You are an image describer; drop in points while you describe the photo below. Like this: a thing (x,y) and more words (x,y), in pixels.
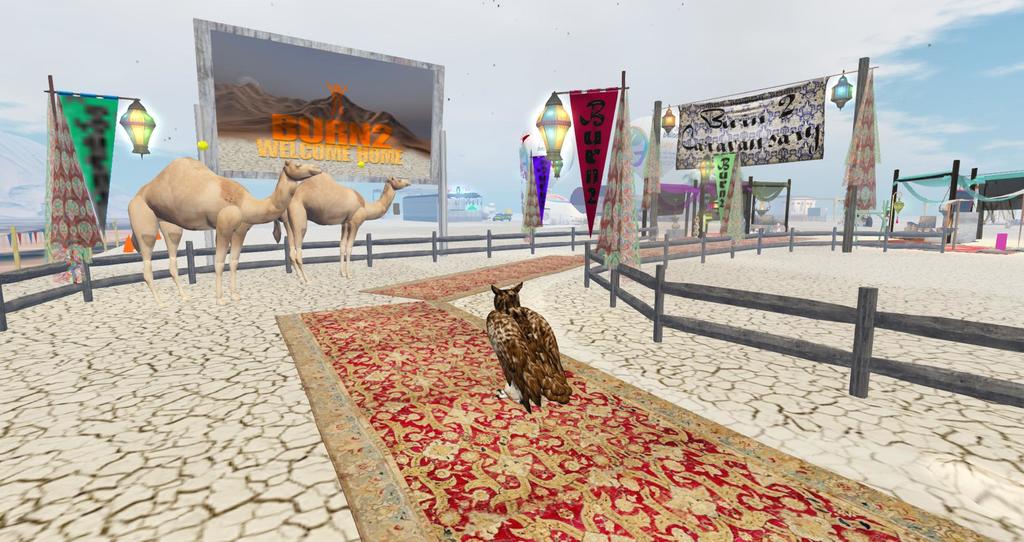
In this image I can see depiction picture where I can see two camels (146,242), a bird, red colour carpets (484,271), railings (683,327), flags (730,160), lights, poles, a board (405,104), a banner (690,115), clouds (926,29) and the sky (905,87). I can also see something is written on the board (432,127), on the flags (597,106) and on the banner (746,112). In the background (476,214) I can see few buildings (436,215).
